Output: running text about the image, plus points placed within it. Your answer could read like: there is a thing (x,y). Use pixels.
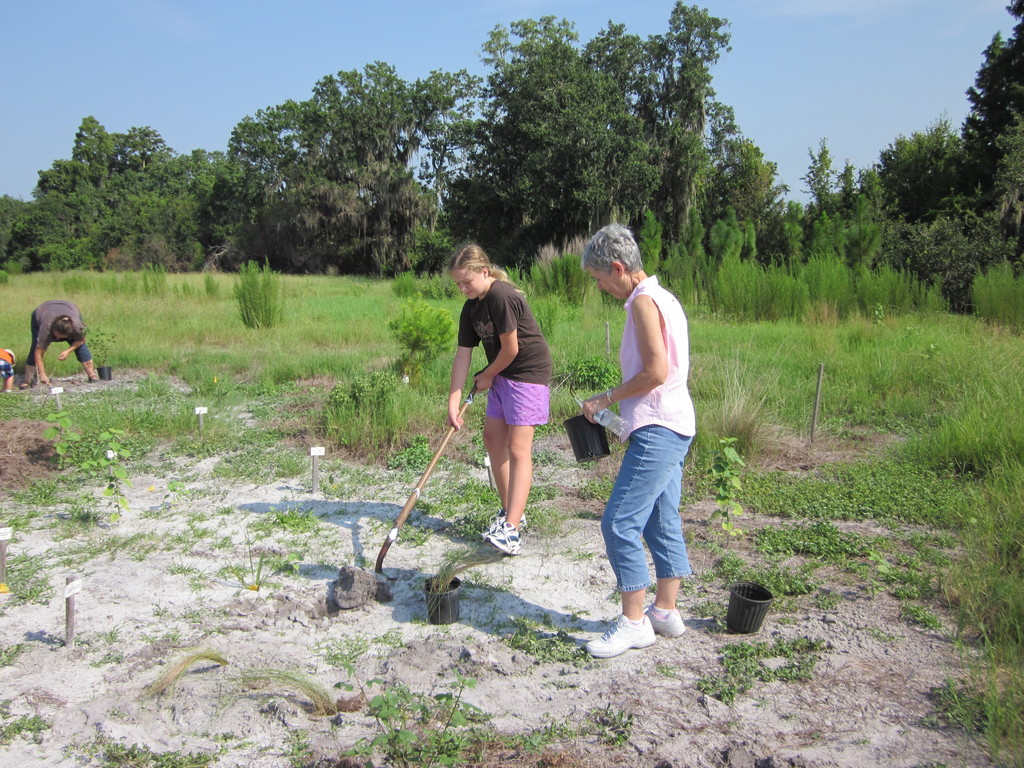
In the center of a picture there are women (508,409) standing. The girl (501,375) in black dress (493,304) is holding the spade (462,407). The woman (640,420) in pink dress (642,402) is holding water bottle (601,419) and bucket (591,432). On the right (996,251) there are trees (1013,133), grass (979,462). In the background (367,181) there are trees (366,185) and grass (85,310). On the left (72,311) there is a kid (7,380) and a man (63,320) planting trees (62,453).
